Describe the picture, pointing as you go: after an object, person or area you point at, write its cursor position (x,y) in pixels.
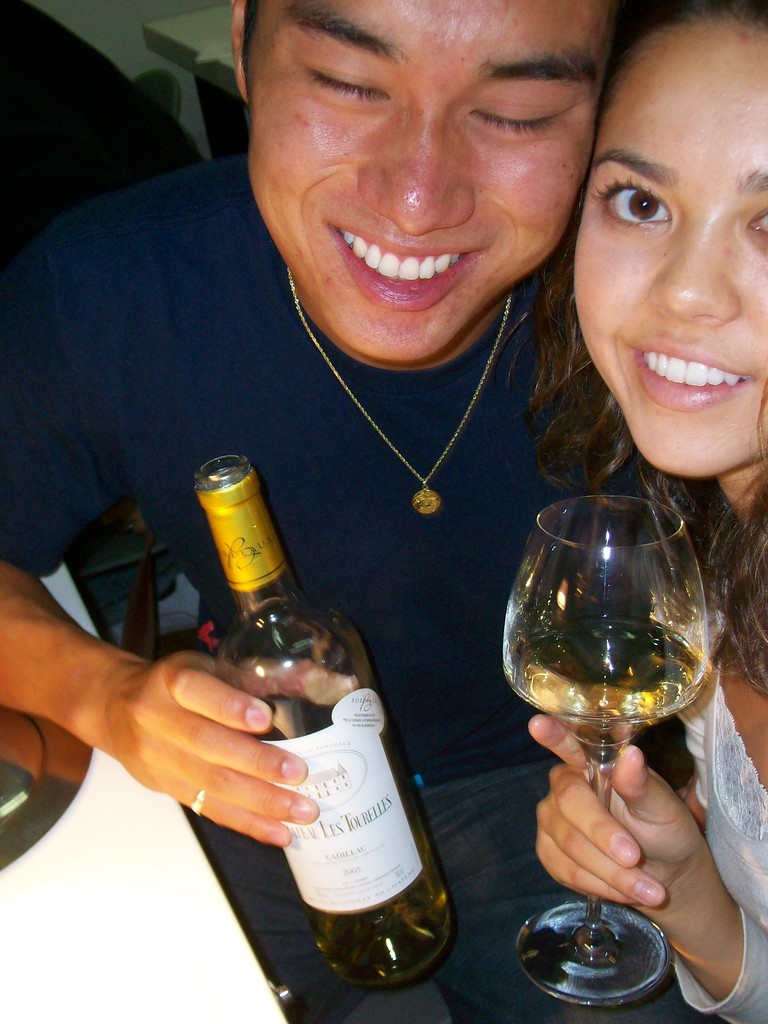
This picture describe about two members (369,317) in the photograph, On the left (222,350) we can see a boy (369,367) wearing blue t-shirt (217,365) is smiling and holding the wine bottle (283,722) in the right hand (206,715) and on the right (720,707) a girl (714,837) wearing white dress (723,822) is holding the wine glass (583,708) in her hand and smiling and seeing towards the camera.
